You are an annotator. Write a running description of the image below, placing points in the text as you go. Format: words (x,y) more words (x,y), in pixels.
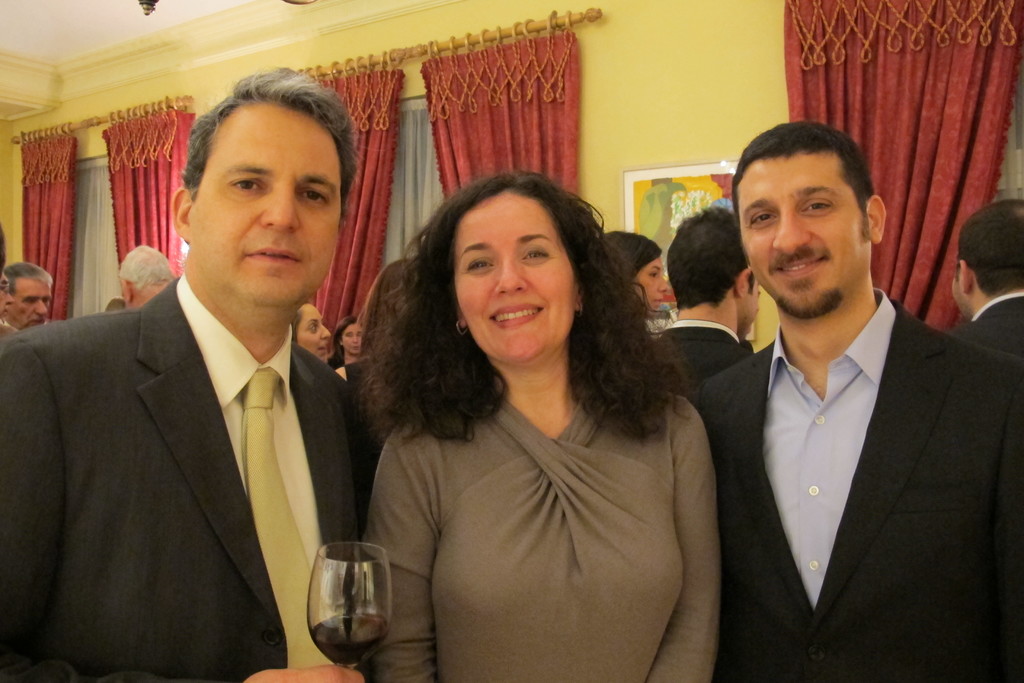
In this picture there is a person (147,569) wearing black suit (131,582) is standing and holding a glass of drink (338,630) in his hand (330,668) and there is a woman (552,522) standing beside him and there is another person (775,507) standing beside the woman (552,307) in the right corner (829,523) and there are few other people (699,284) behind them and there are few red color curtains (451,112) and some other objects (665,190) in the background (836,65).
